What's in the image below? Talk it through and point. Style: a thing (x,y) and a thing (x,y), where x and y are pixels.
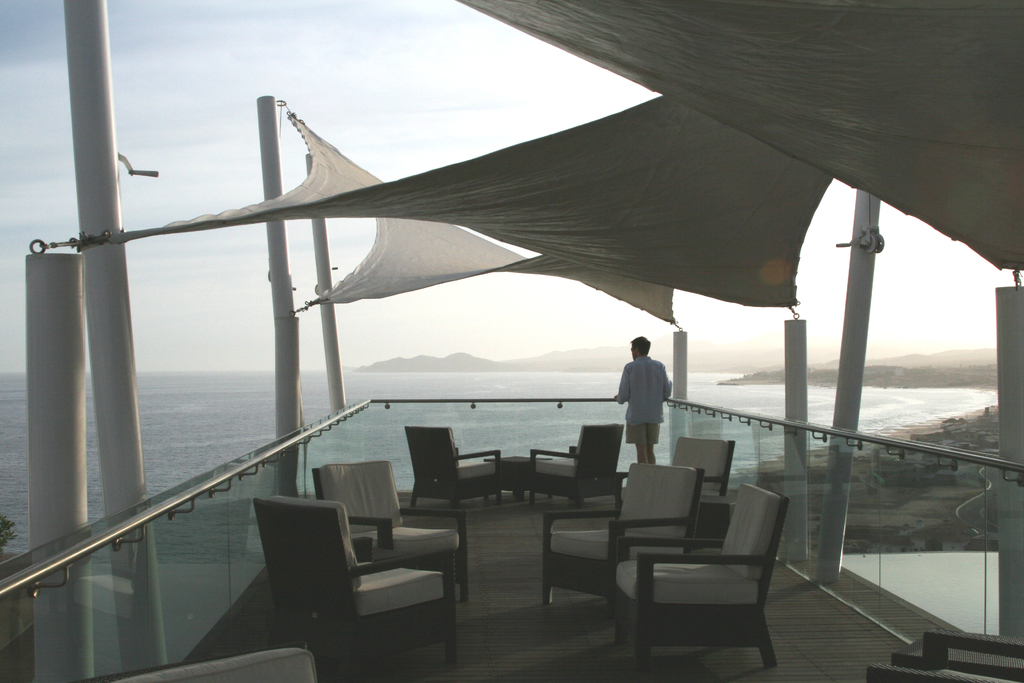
In this image I can see a terrace (563,501) overlooking the sea (214,408), on the terrace (551,504) I can see chairs (594,485) and a person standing in front of the fence (480,418) of the terrace (589,413), in the background (487,93) I can see the sky (559,94).
